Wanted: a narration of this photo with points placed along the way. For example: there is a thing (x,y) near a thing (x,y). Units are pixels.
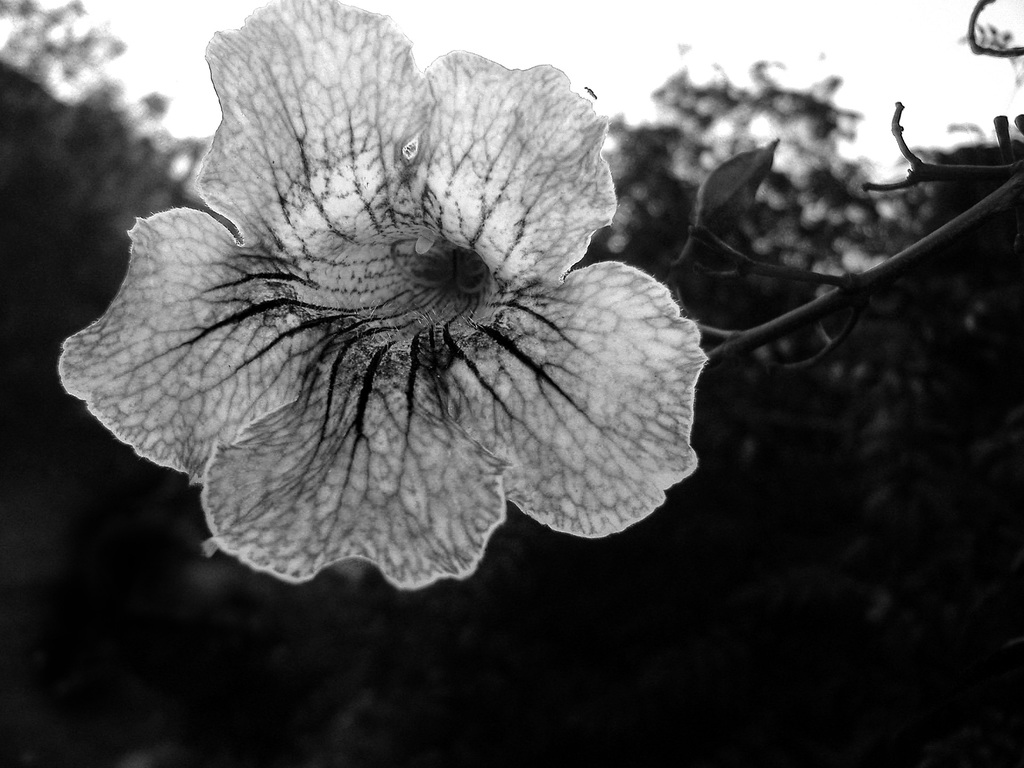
In this image we can see a flower (558,367) and stem (860,274). In the background of the image (762,322) is in black and white.
